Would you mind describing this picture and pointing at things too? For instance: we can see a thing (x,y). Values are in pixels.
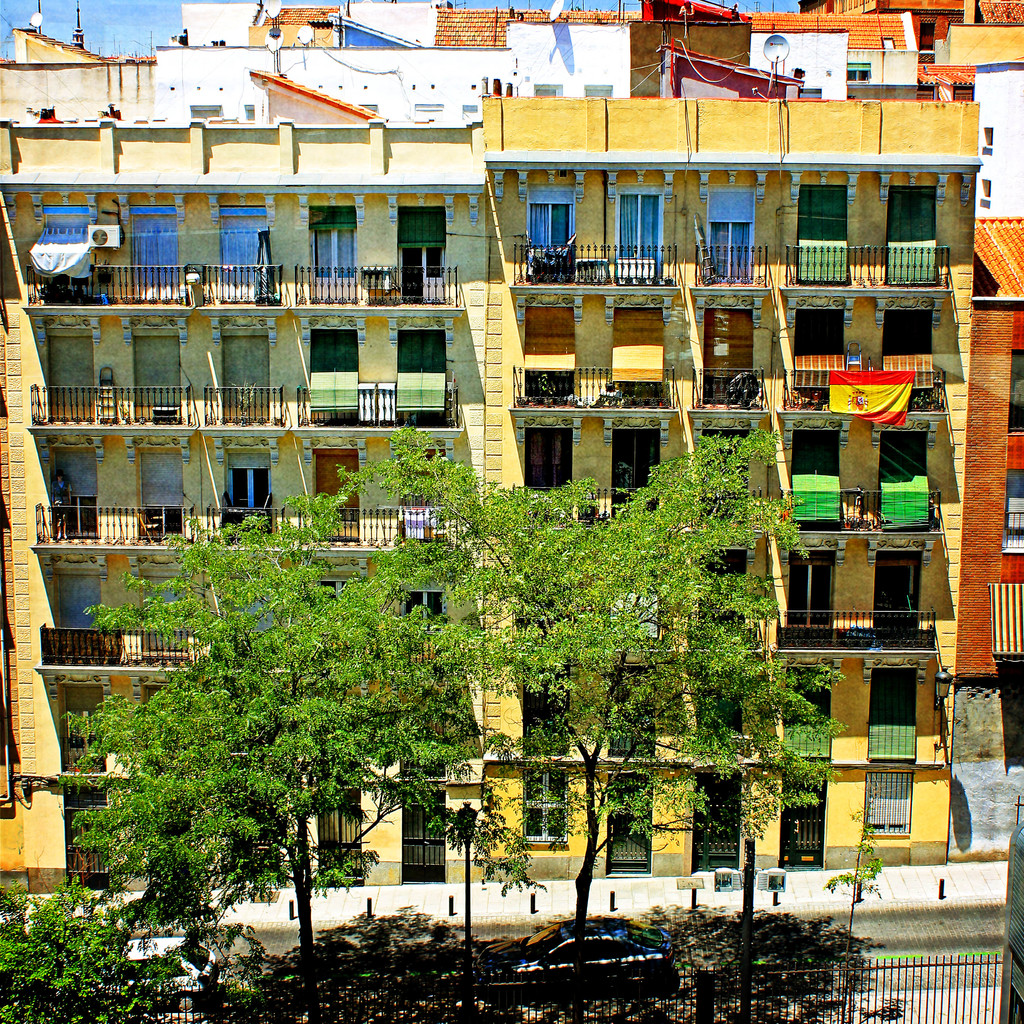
In this image there are buildings (988,591) and trees (707,646). At the bottom (867,992) there is a fence (300,992) and we can see cars (539,959) on the road (707,941). In the background (138,20) there is sky (152,24).
